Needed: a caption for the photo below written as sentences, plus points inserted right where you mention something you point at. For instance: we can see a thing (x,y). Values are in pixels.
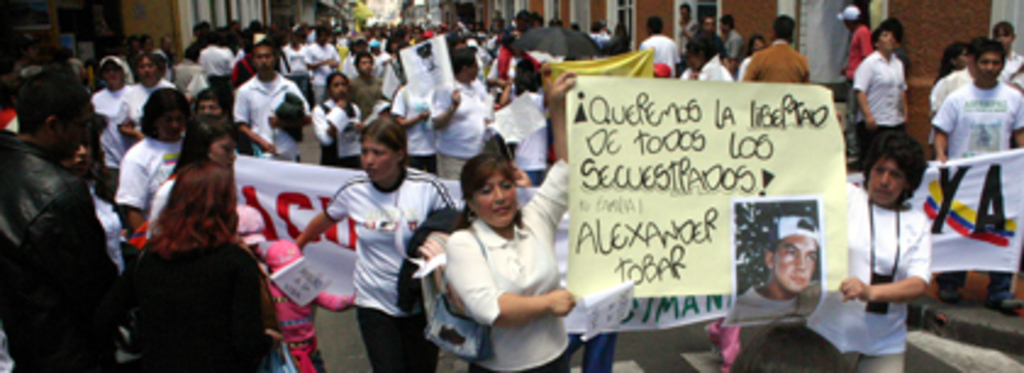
In this image, we can see a crowd (436,110) in between buildings (535,9). There are some persons (414,212) holding banners (630,139) with their hands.
